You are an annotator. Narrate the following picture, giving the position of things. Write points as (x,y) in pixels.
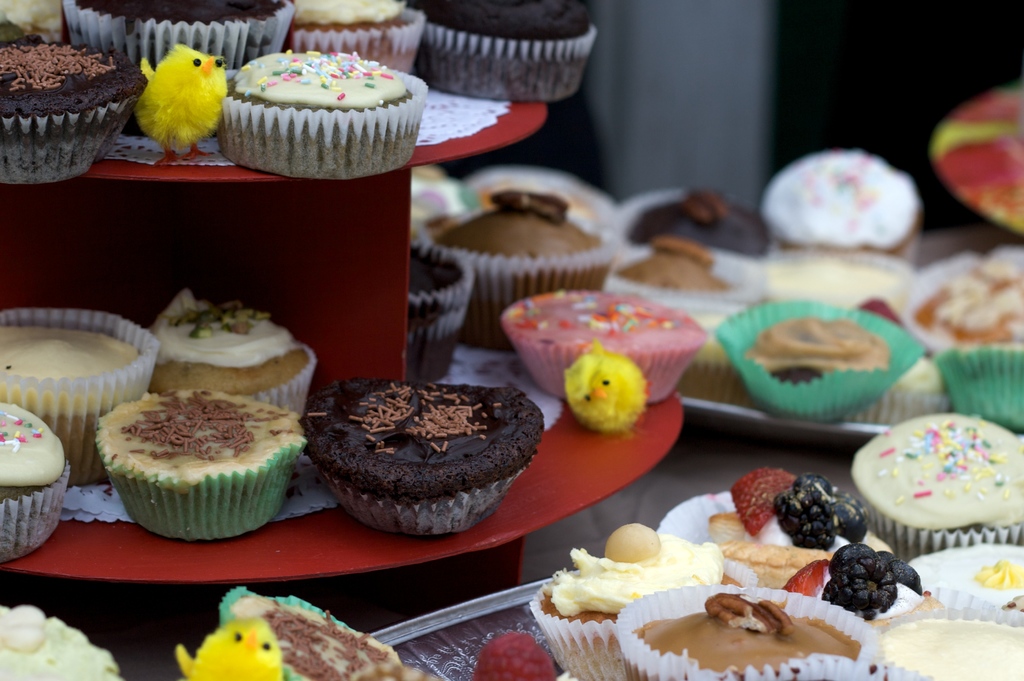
In this image in the middle (452,416), there is a table (350,588) on that there are cupcakes (403,515), toys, plates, trays (425,614), cloths (451,131).
